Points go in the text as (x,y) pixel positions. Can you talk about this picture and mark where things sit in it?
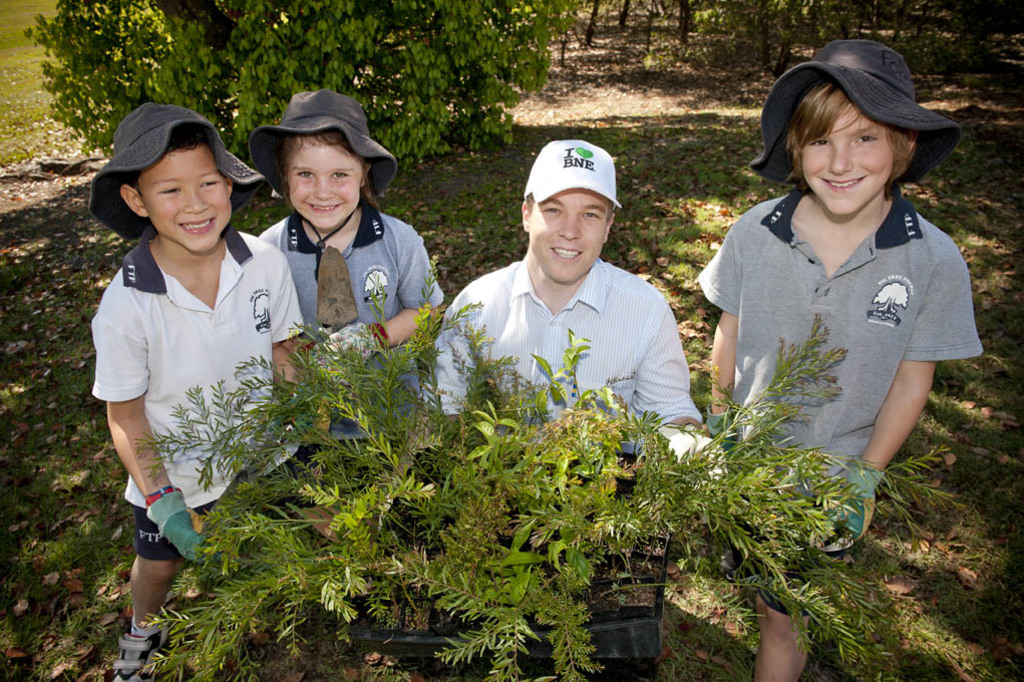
In this image we can see three children (829,298) with black hats (194,123) standing, one man (524,345) with white cap (591,184) sitting near the plant pot (377,646) and holding leaves (642,514). There are some dried leaves (44,250) on the surface (66,323), one child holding one object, one object (44,161) on the surface (32,147), some trees (478,53), plants (558,586) and green grass (21,56) on the surface (408,659).
